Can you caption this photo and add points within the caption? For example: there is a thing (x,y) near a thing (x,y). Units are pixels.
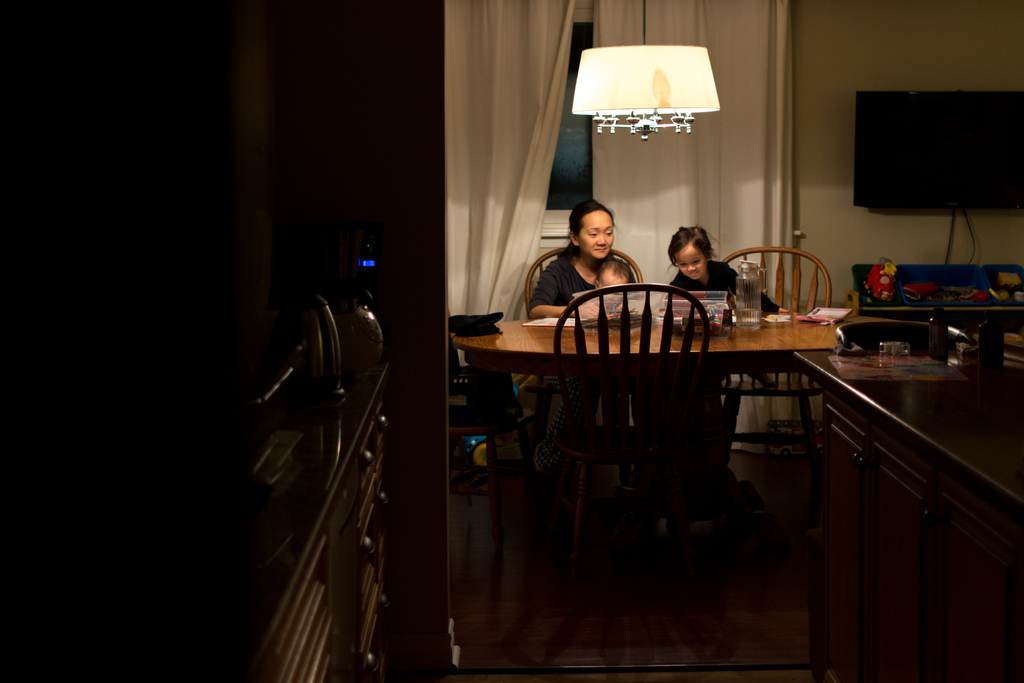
in the picture we can see a woman (612,243) and two children (681,279) sitting on the chair (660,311) with a table (696,345) in front of them, here we can also see a light (614,113) above the table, we can also see the curtain (791,169) and led TV (916,149) on the wall (917,80).
